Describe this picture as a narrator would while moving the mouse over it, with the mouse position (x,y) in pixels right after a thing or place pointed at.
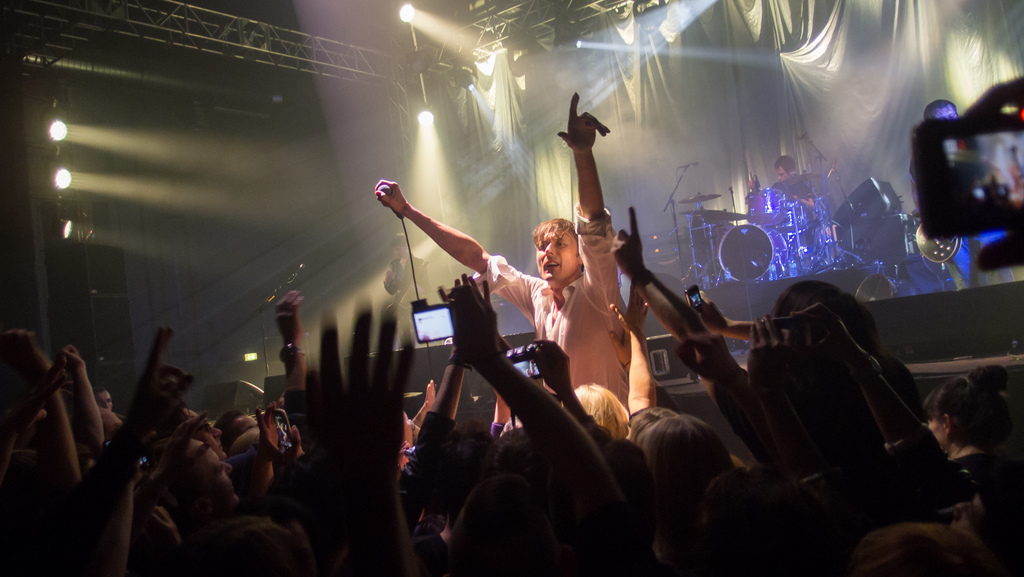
In this image, we can see a crowd (546,396). There is a person (807,191) playing a musical instruments (805,206) on the right side of the image (925,271). There are lights (424,114) on the left (54,143) and at the top of the image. There is a metal frame (269,46) in the top left of the image (168,33). There is a screen (958,144) on the right side of the image (994,178).
